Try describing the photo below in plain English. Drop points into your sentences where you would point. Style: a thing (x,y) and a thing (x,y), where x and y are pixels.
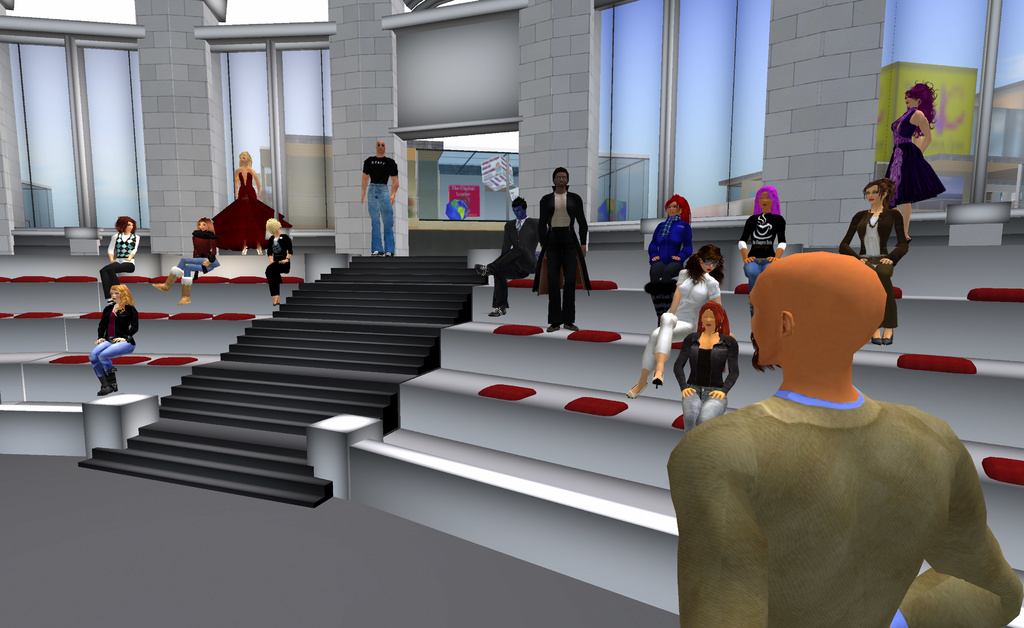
This image is an animation. In this image we can see people (186,275) sitting and some of them are standing. There are stairs (288,410). In the background (147,194) there are windows (687,108).
